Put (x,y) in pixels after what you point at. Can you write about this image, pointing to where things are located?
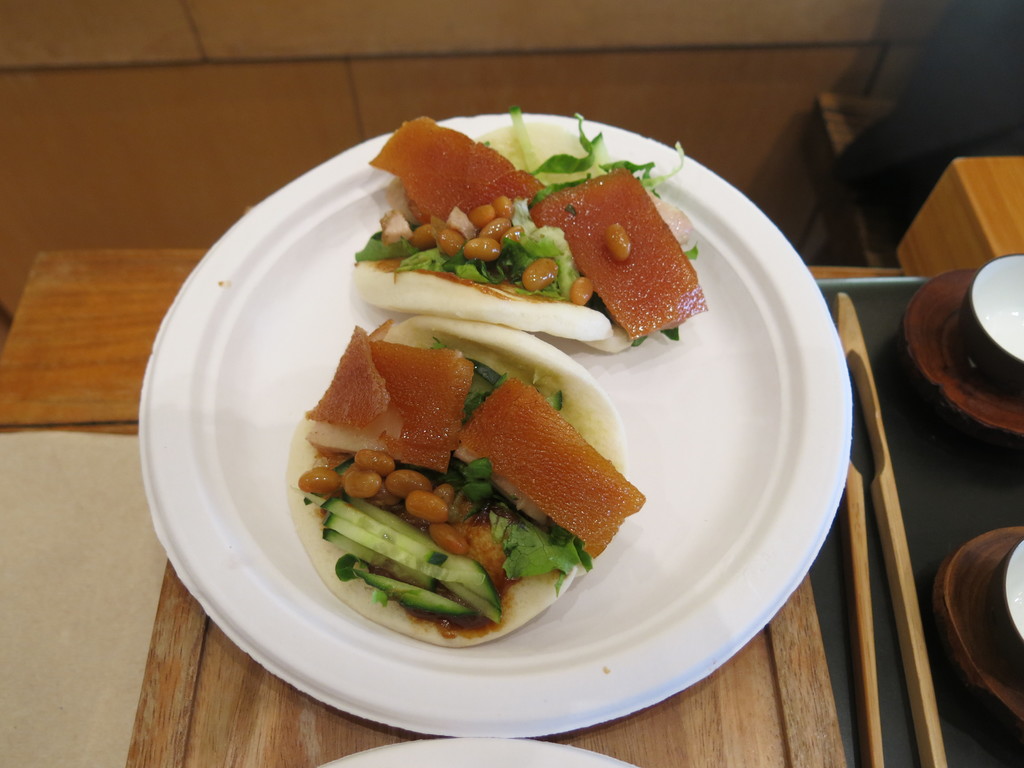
In this image we can see a plate (737,396) with food item (472,302) on the plate (729,414) and few objects (950,619) on the table (763,755).
